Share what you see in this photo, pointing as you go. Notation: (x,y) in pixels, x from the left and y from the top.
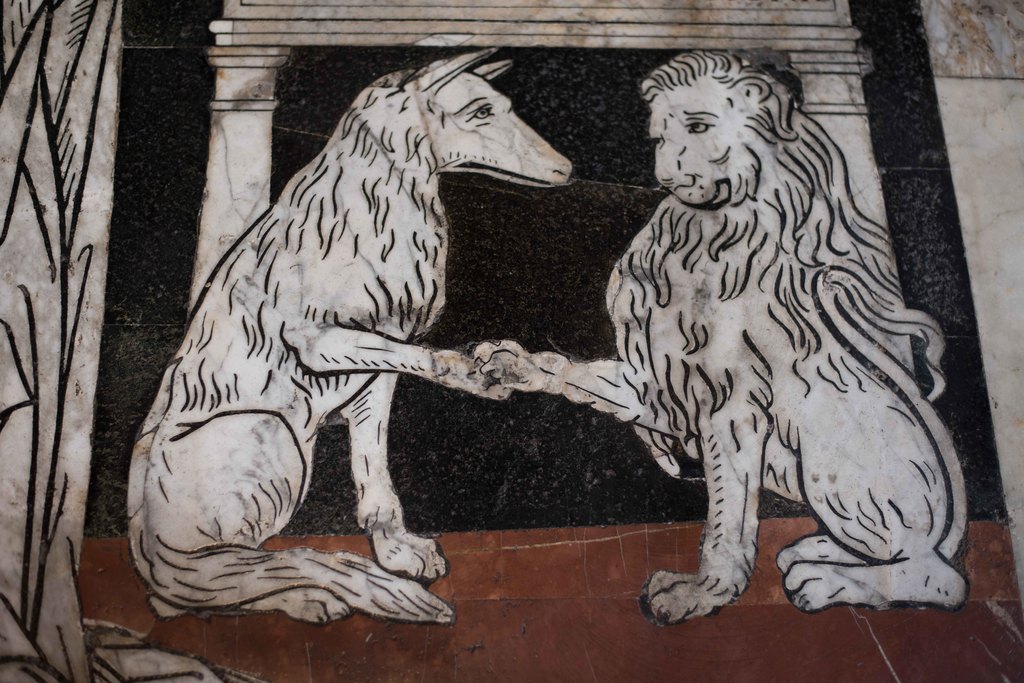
In this picture, we see the sketch (380,348) of the lion (794,338) and an animal (304,366) which looks like a dog (304,288). In the background (184,301), it is in white, black and brown color. It might be a wall (1013,175).
